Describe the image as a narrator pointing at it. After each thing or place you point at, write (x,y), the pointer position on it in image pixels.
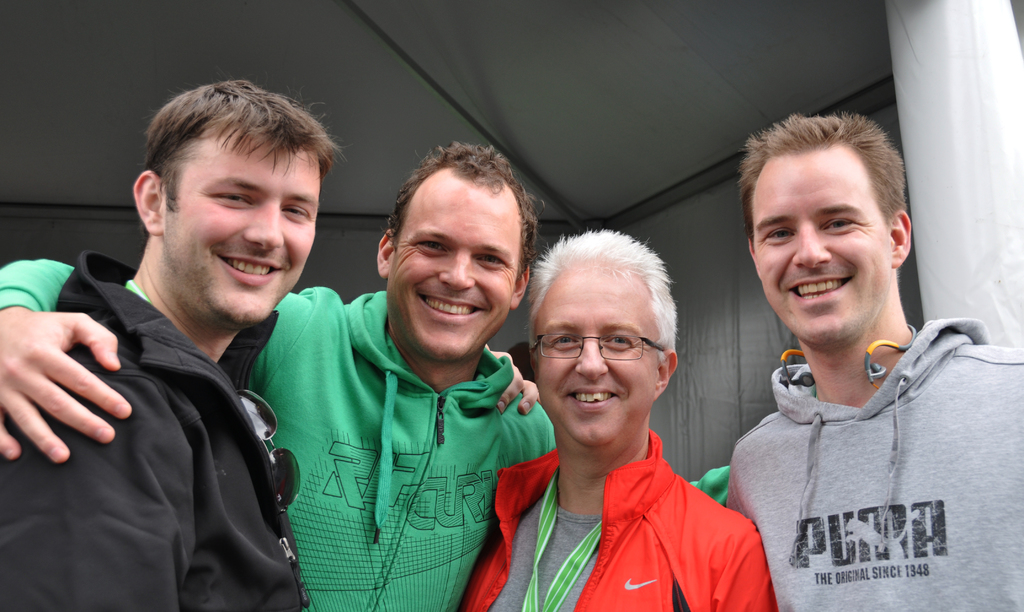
In this image I can see four persons (670,371) standing, the person (397,420) in front (396,472) wearing green jacket (366,480) and the person (239,464) at left (239,464) wearing black color jacket (168,453) and the person (889,431) at right (903,429) wearing gray color jacket (764,434). Background (701,246) the tent (721,245) is in gray color.
